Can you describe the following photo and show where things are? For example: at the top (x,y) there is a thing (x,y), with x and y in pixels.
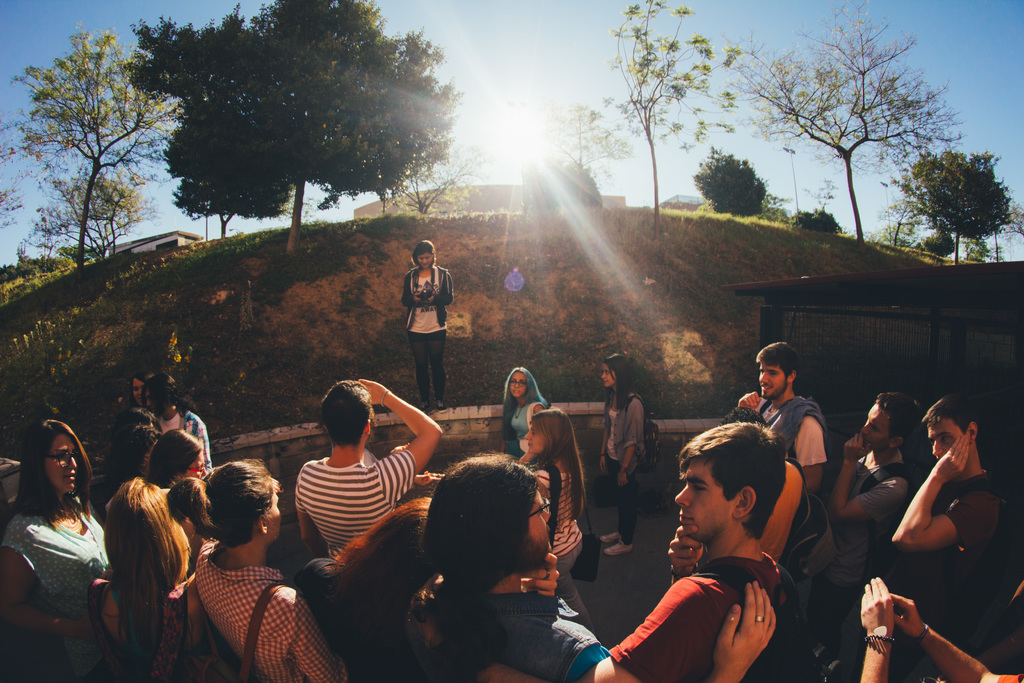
Group of people (140,632) standing. Background (1014,221) we can see grass (65,370), trees (957,243) and sky (1004,78).
